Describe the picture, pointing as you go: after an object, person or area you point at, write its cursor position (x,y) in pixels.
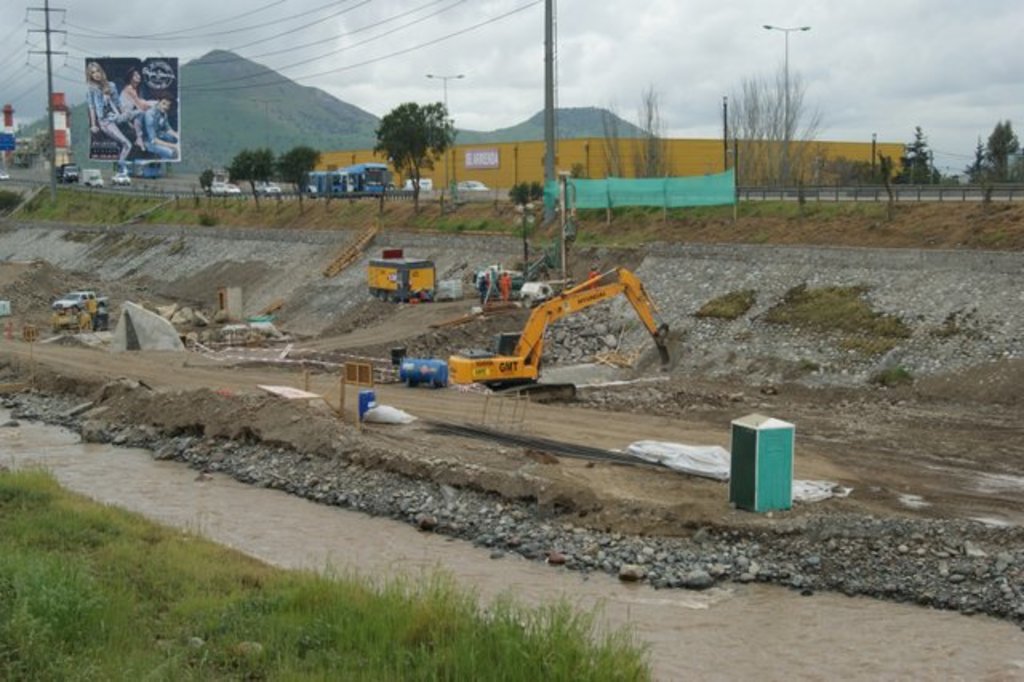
In this picture, we can see the ground (681,522) with some objects (582,553) like cranes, poles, stones (856,558), wooden objects (368,376), containers (434,365), sheds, a few vehicles (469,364), a few people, grass (764,200), trees (300,186), plants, posters (95,150) with images (115,86), wires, road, mountains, and the sky (659,57) with clouds (945,45).
